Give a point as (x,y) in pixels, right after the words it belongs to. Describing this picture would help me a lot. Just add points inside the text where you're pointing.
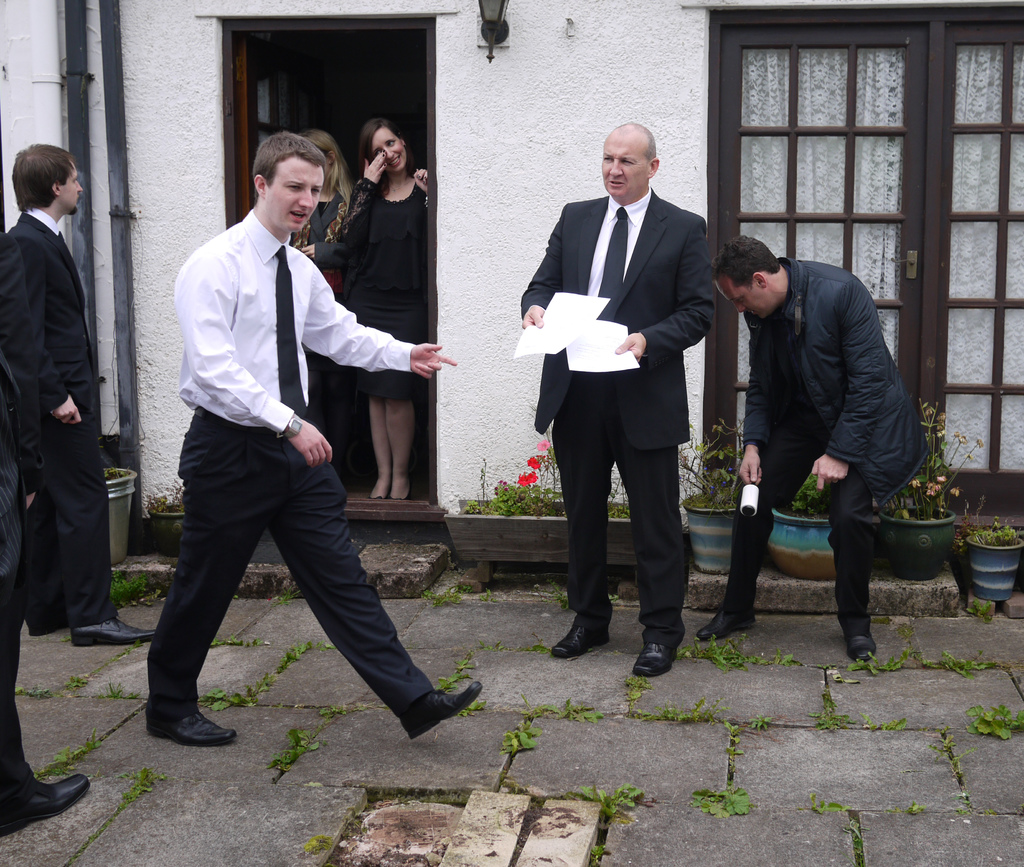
In this image we can see a few people (320,340), among them some are in the building (355,122), there are some poles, windows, doors (725,201), grass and flower pots (548,455).
